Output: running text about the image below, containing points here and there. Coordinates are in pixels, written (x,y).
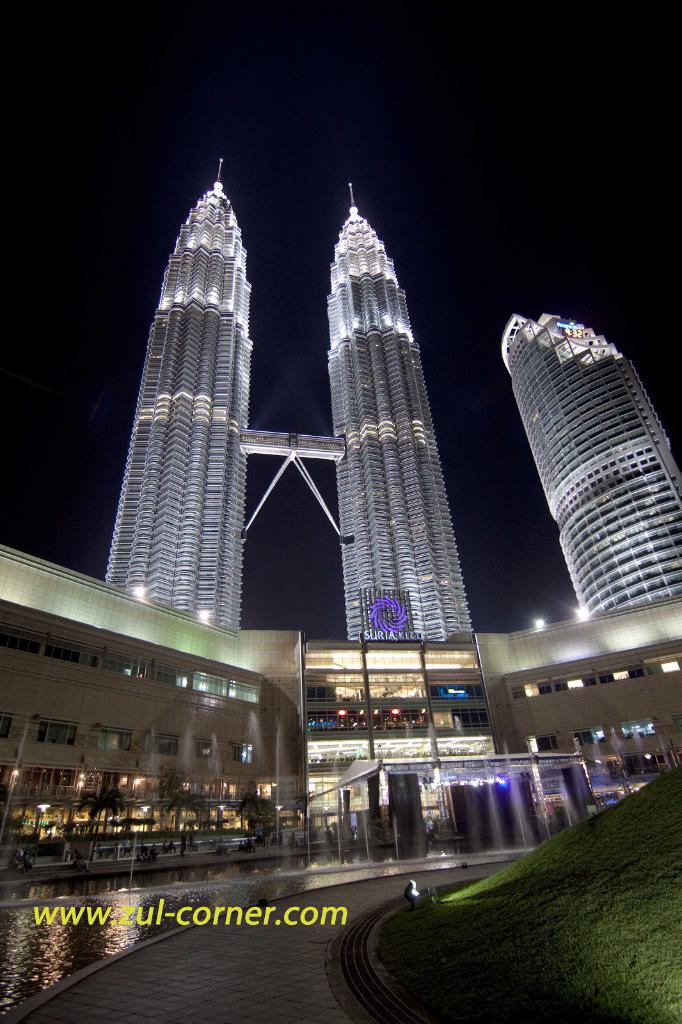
In this image we can see there is a big building (139,517) and on the bottom right hand corner (578,881) there is a grass (640,791) and background (459,173) is the sky (447,190).
